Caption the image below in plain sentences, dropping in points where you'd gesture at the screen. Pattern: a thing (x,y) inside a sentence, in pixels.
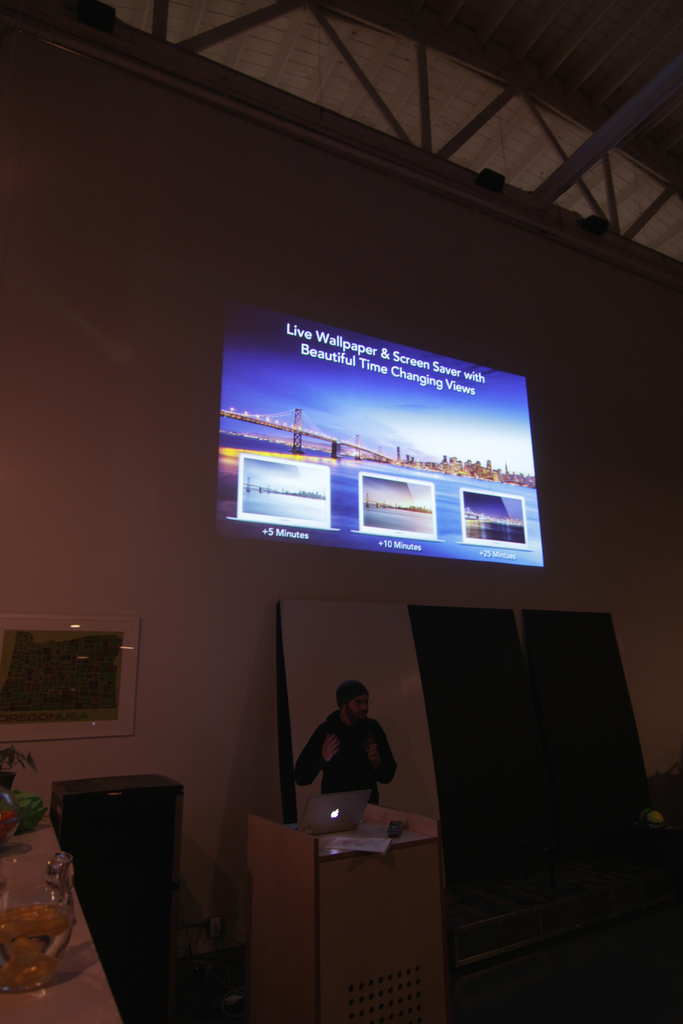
In this image I can see a podium (344,870) in the centre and on it I can see a laptop (362,791). I can also see one person (360,784) is standing near the podium (355,882) and on the left side (42,845) I can see a table (66,954). On the table (89,1007) I can see few glass stuffs (68,878) and a plant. In the background (261,441) I can see a projector screen (322,491) on the wall (487,329). I can also see this image is little bit blurry.
